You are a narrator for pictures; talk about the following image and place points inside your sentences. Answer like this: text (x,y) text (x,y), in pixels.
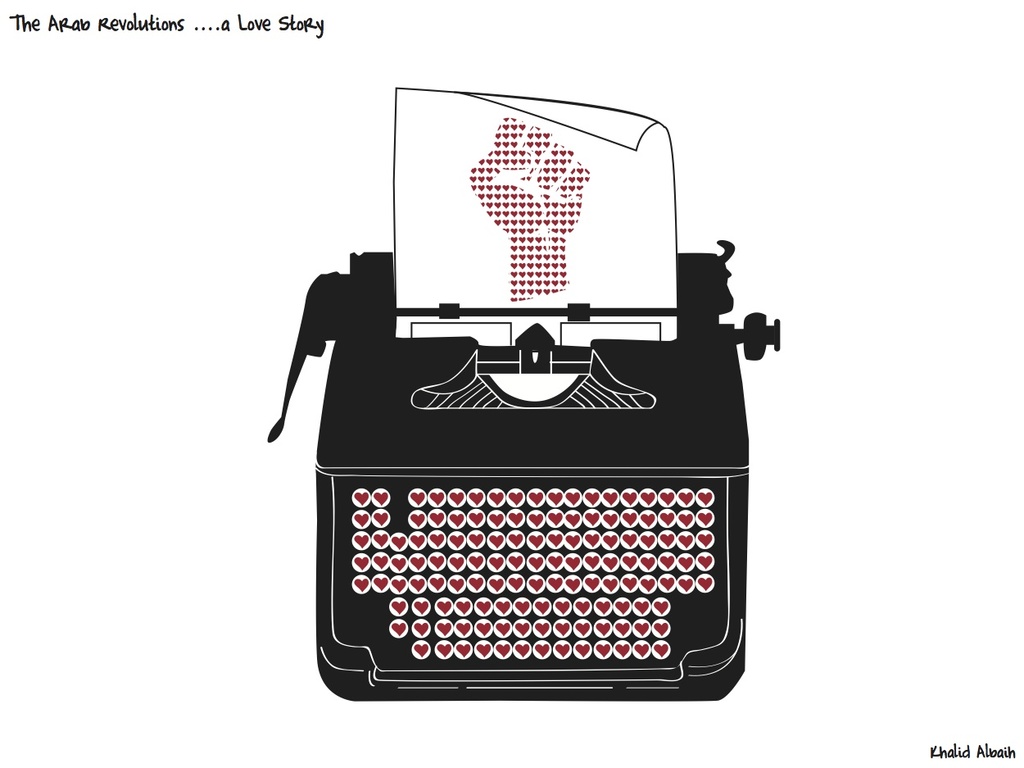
in this image we can see a graphical image of a printing machine (723,385) with a paper (579,213) and a hand (549,165) with hearts (550,222) on the paper (527,248).
